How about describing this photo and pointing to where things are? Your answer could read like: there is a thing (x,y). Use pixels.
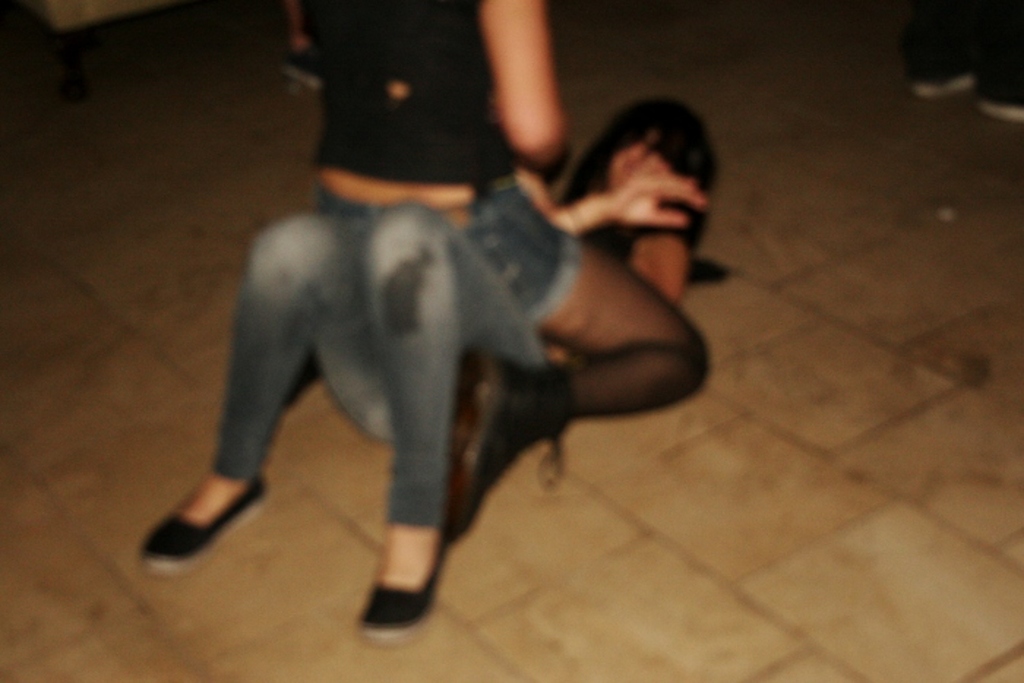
This is a slightly blur picture. I can see a person (413,243) sitting on another person (604,205), and in the background (995,62) there are legs (995,62) of two persons (997,104).
